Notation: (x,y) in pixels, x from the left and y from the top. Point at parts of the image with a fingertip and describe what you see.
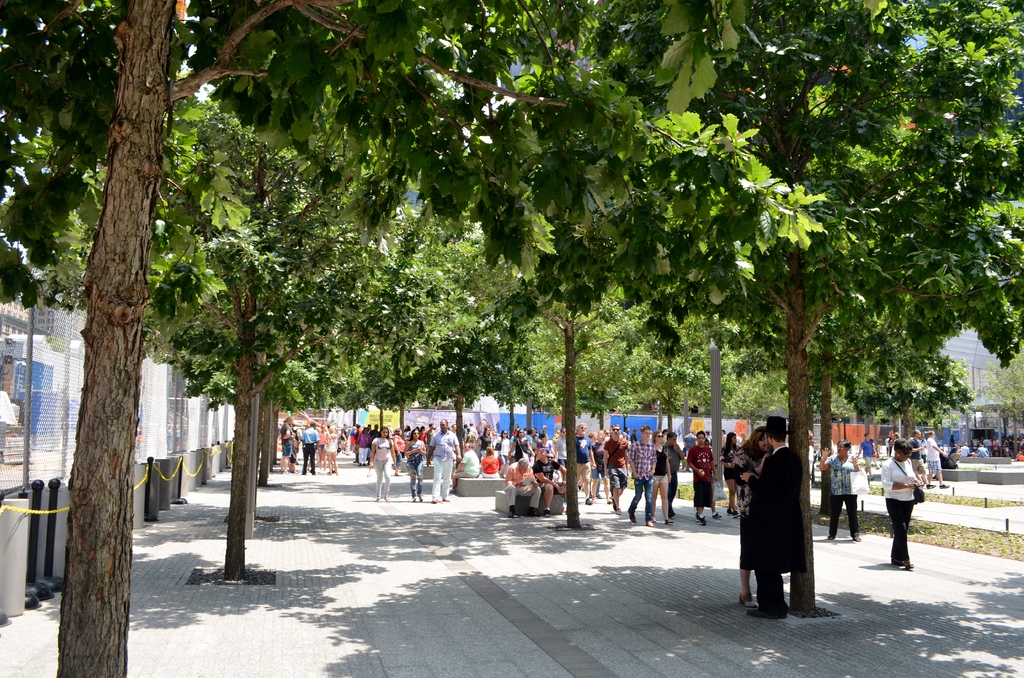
In this picture we can see a group of people (428,447) some are sitting on stone (560,499) and other are standing and some are walking on the foot path (476,602) and aside to this foot path (184,564) we have a fence (187,447) and in background (630,370) we can see some banners (691,421), trees (424,226), fence (58,373) with net (60,405).
